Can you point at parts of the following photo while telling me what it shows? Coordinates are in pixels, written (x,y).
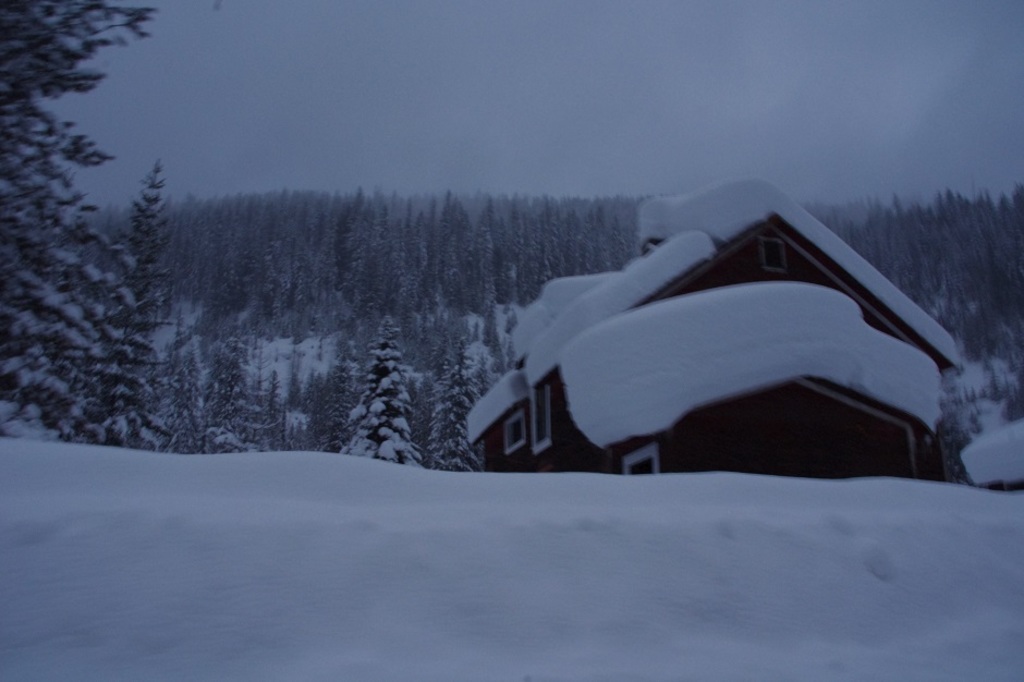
In this image we can see some snow (237,499), there is house (669,296) and in the background of the image (984,297) there are some trees (1007,256) and cloudy sky (735,116).
